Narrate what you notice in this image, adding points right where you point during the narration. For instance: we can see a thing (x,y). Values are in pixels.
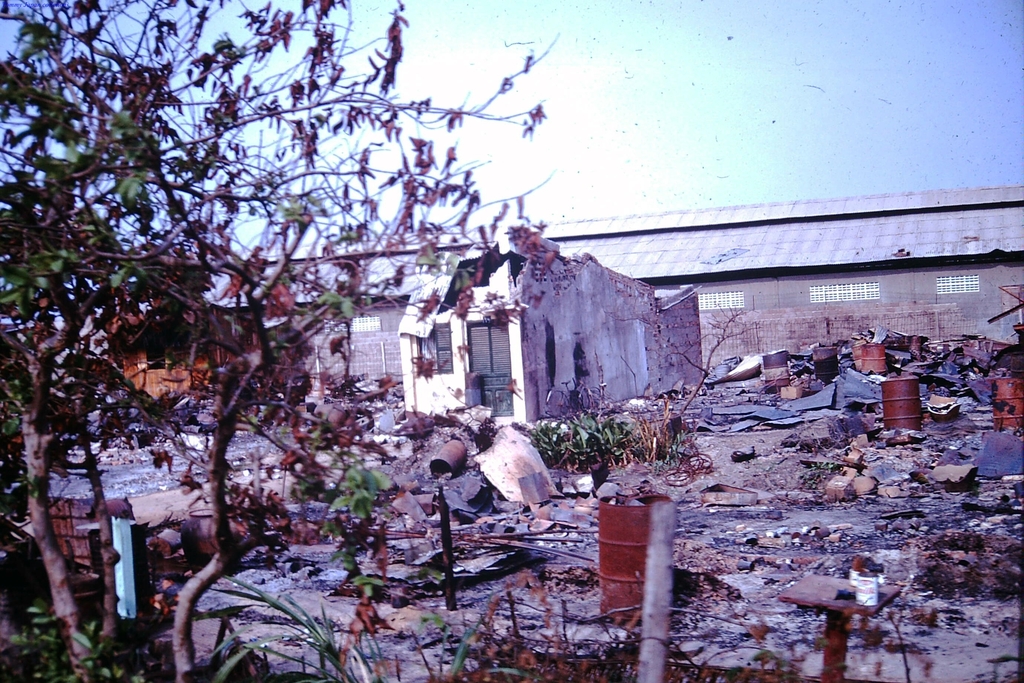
In the image we can see a shed (793,251). There is a house (612,292) and a plant (134,301) in the image. There are few barrels (903,393) in the image.
